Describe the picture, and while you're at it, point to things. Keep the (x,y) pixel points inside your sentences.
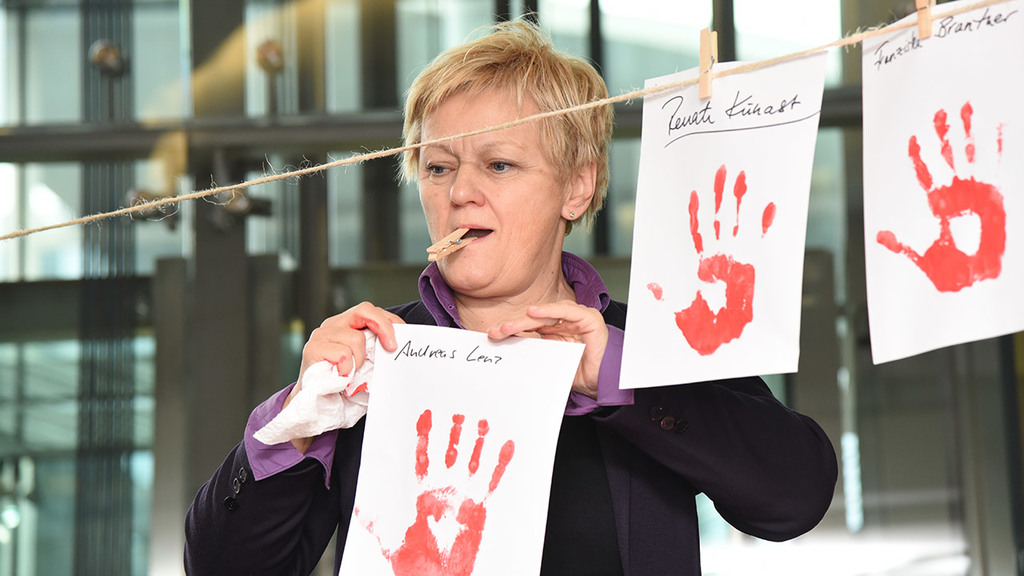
In this picture we can see a person (610,331) is holding a paper (468,410) and in the person mouth (479,232) there is a wooden clip (441,253). In front of the person (494,173) there is a rope (170,199) with papers (738,95) and wooden clips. Behind the person (451,302) there is a blurred background (66,199).
